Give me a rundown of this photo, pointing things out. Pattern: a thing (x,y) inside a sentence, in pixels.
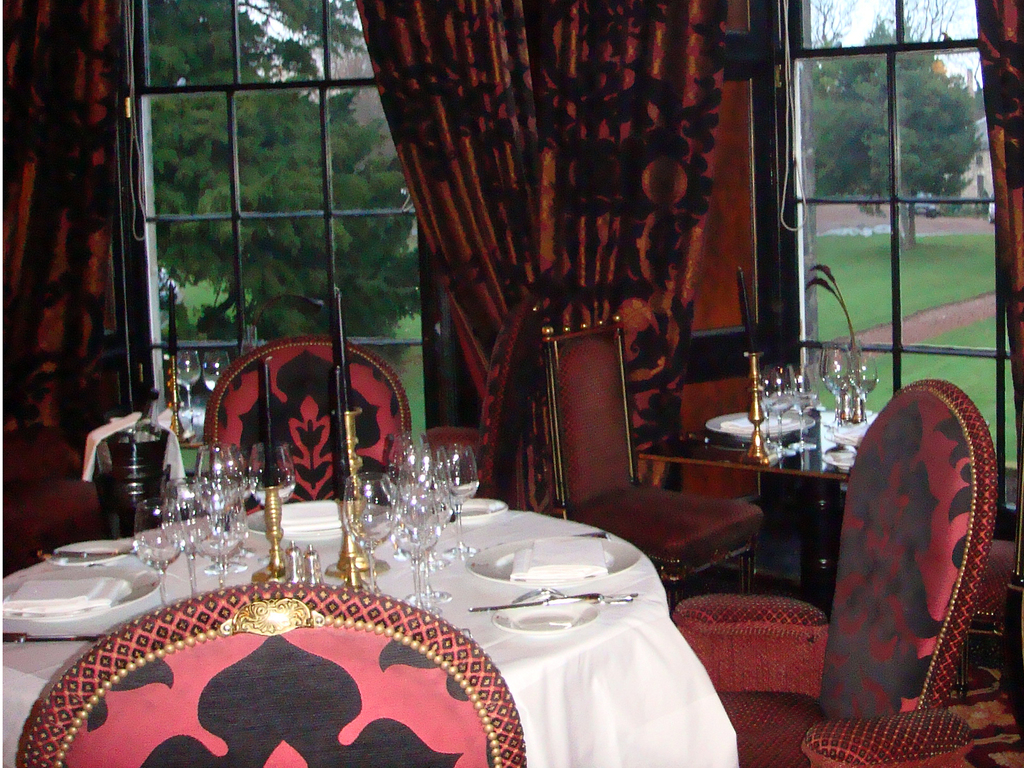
In this image, we can see a table (600,708) which is covered by a white cloth (544,678), there are some plates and glasses (260,459) on the table (60,553), there are some chairs (406,654) around the table (367,579), in the background (647,385) there are some curtains (72,180) and there are some windows (224,224).
